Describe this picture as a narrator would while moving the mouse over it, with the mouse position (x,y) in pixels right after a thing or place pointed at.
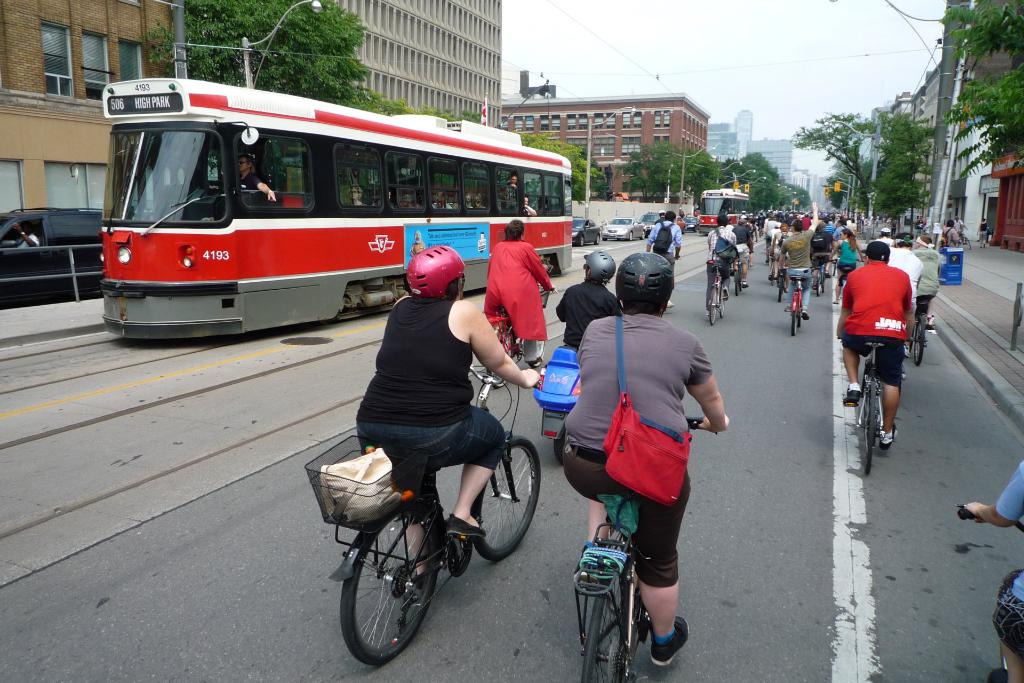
We can able to see buildings (65,50) and trees (651,151). Vehicles (417,196) on roads (576,539). These persons (668,274) are riding bicycles (408,505) and wore helmet (617,283). Beside this person (427,370) a person (594,534) is riding and wore a bag (637,447).
